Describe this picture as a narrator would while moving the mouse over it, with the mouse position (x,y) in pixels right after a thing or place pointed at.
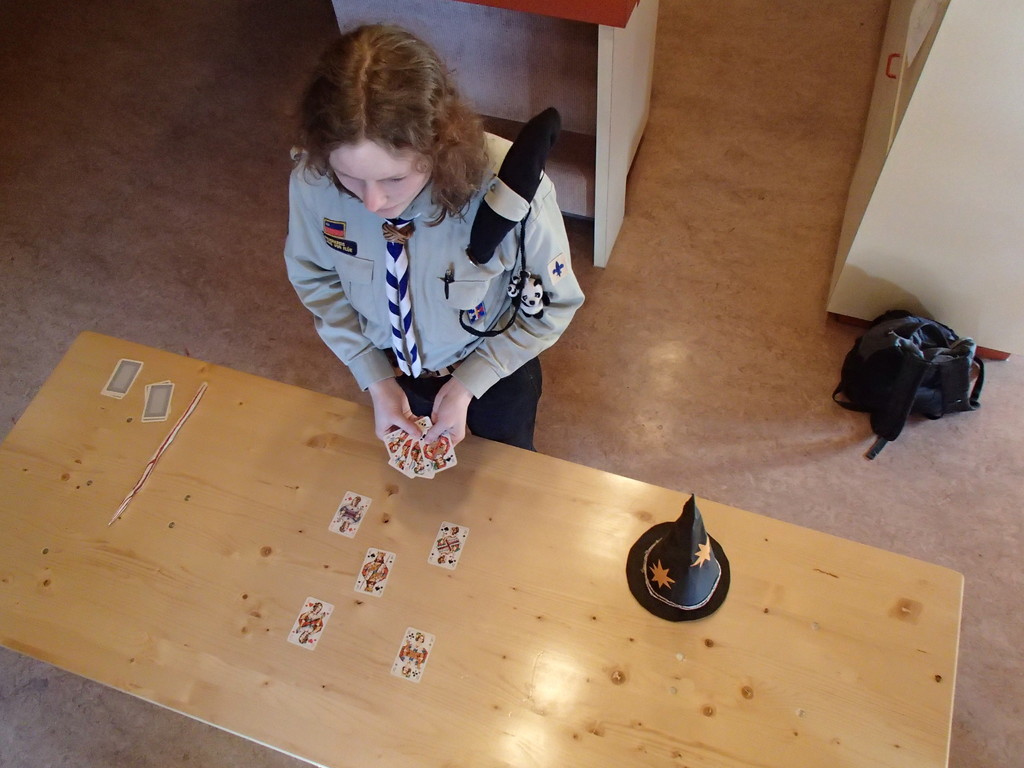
In this picture we can see a woman (563,247) in a uniform (380,363) standing in front of a table (402,507) and she is holding playing cards (401,455) in her hands (408,429) and on the table (472,661) we can see playing cards (148,403), a cap (684,577). On the floor (760,368) we can see backpack (893,358). This is a cupboard (630,113).
